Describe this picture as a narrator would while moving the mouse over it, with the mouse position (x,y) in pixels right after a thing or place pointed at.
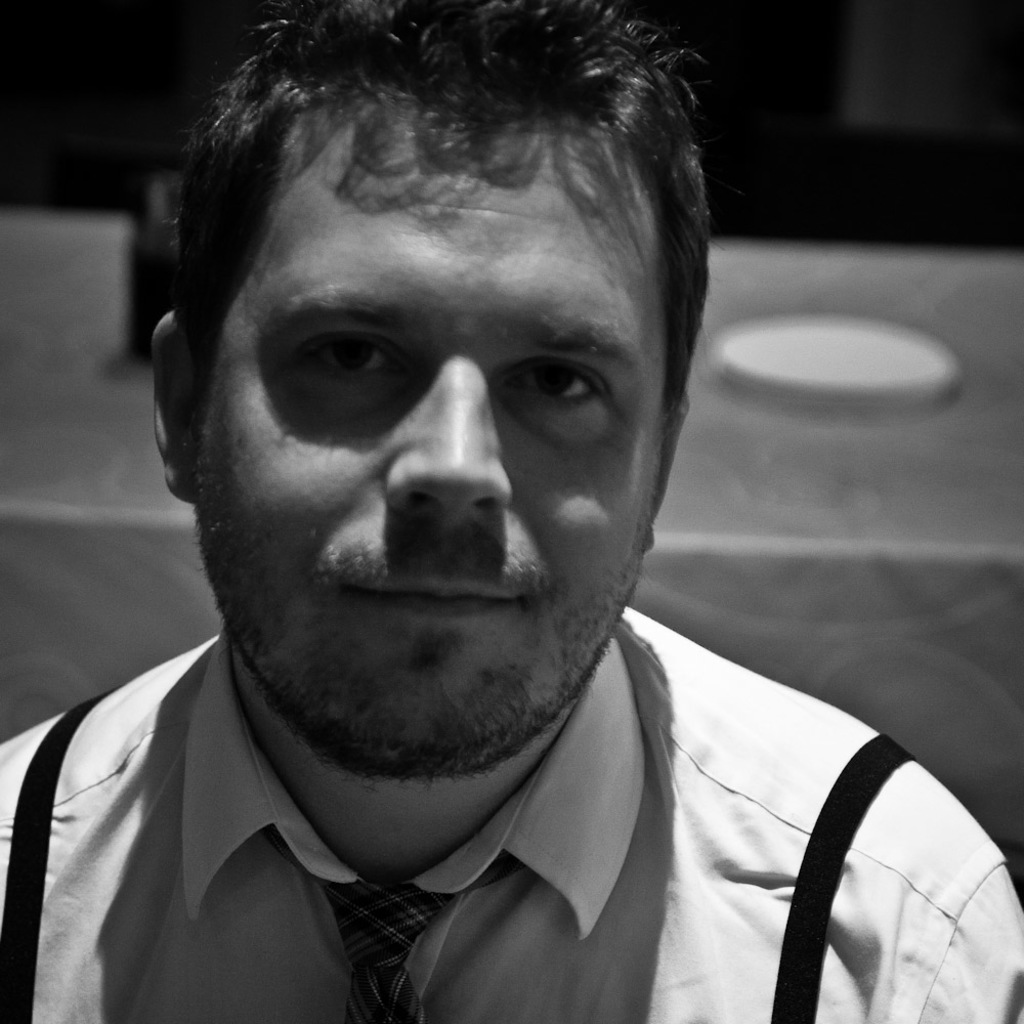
In this picture we can see a man (624,523) wore a tie (341,910) and smiling and in the background (91,388) it is dark.
